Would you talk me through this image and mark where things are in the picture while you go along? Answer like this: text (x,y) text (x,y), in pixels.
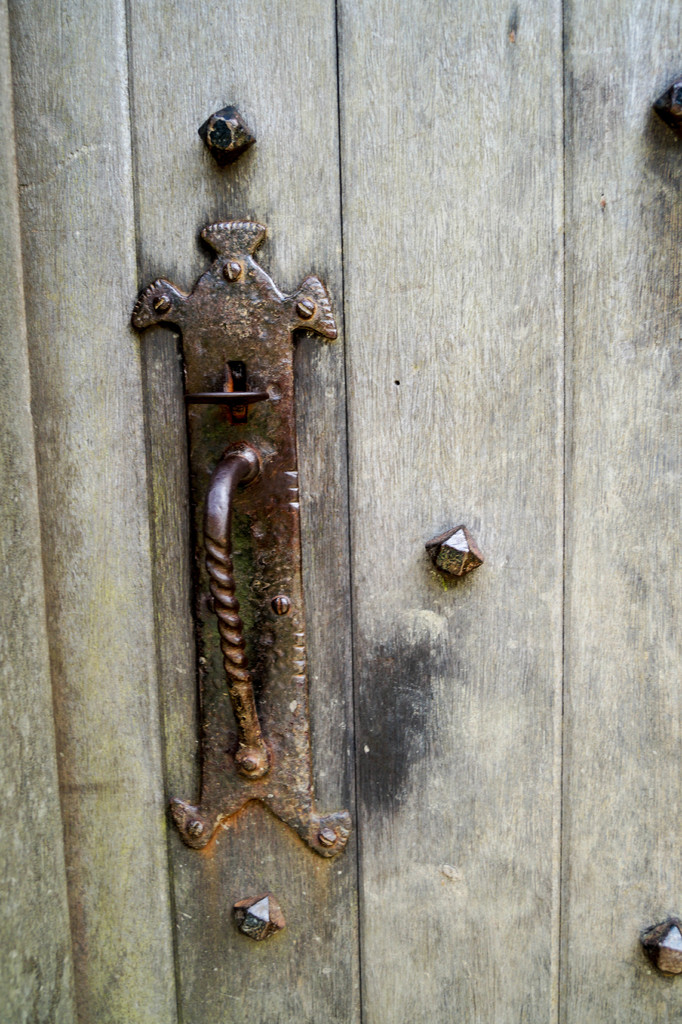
In this picture I can see a wooden door (321,566) and a metal handle (239,280) to it.
